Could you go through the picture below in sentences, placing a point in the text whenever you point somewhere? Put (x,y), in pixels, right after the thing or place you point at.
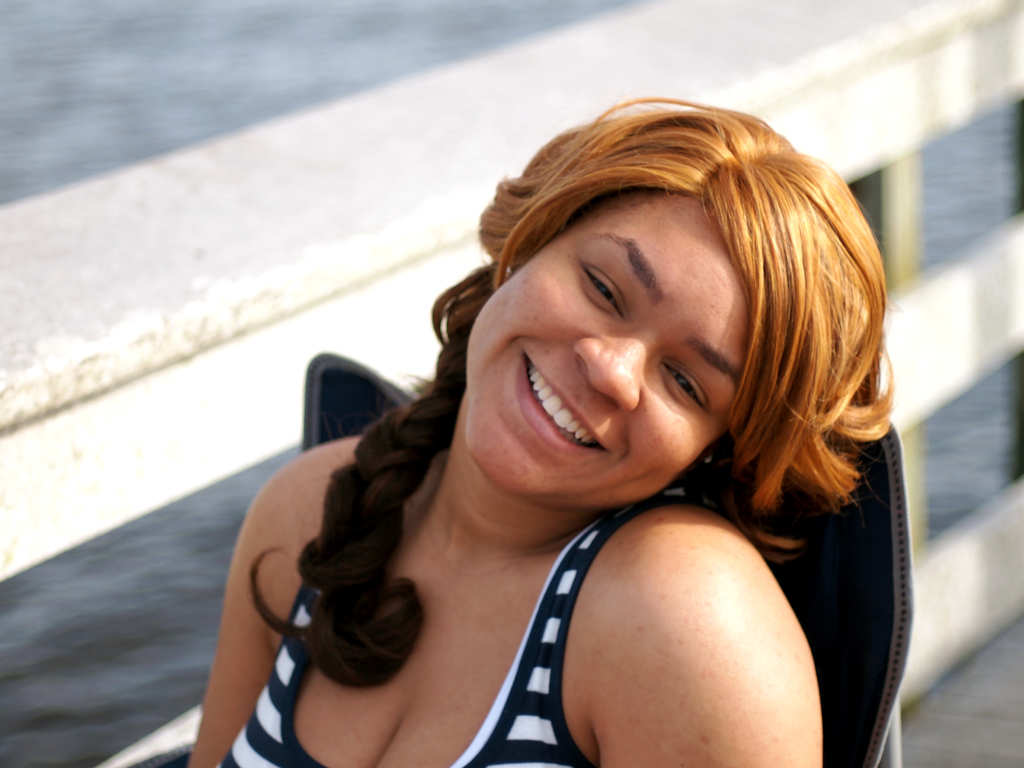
In this picture we can see a woman (611,551), she is smiling and in the background (944,399) we can see a fence (900,208), water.
